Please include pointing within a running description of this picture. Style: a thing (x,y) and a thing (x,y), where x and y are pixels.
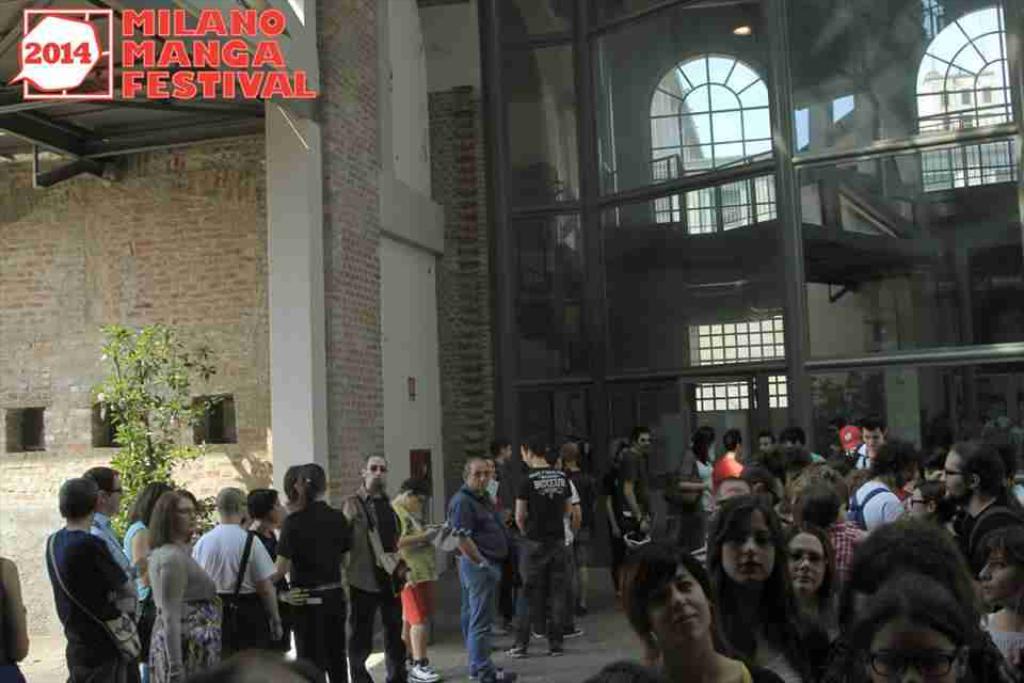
In this image we can see a few people (472,501) standing in front of a building (687,266), there are some windows (725,324), doors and a plant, at the top of the image (148,30) we can see some text (147,31).
